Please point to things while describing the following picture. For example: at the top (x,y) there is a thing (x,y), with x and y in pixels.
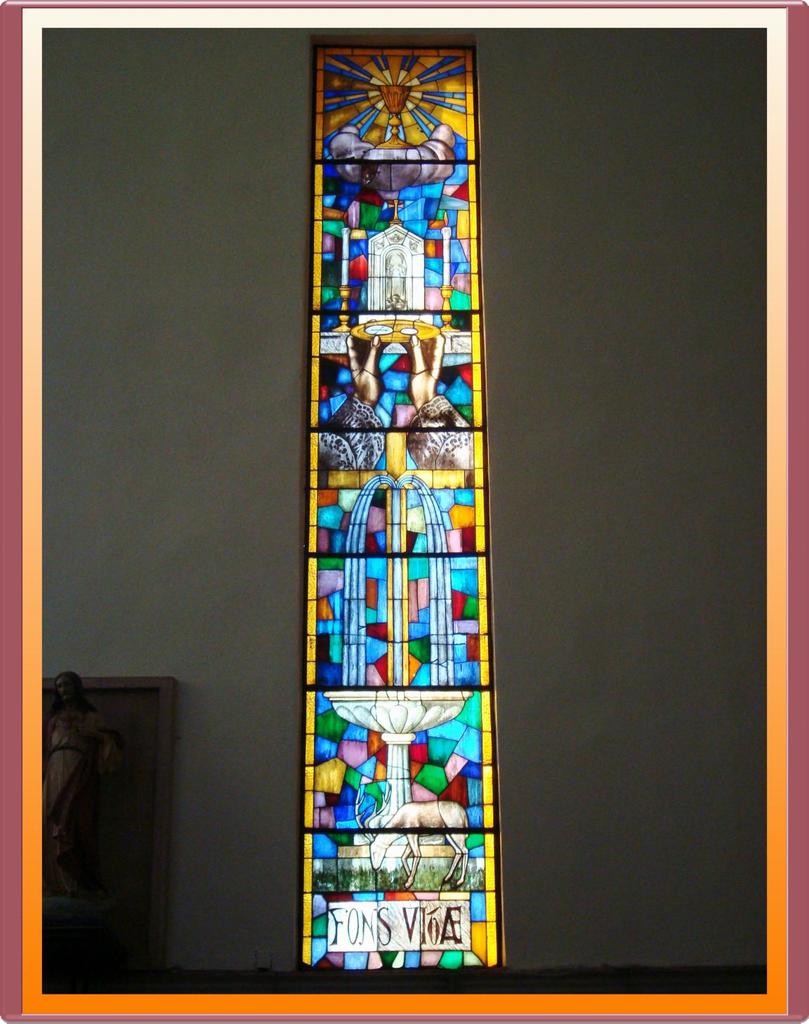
In the center of the image (367,680) there is a stained glass (338,770) to the wall (531,660). At the bottom left corner (76,799) there is statue (108,757).
